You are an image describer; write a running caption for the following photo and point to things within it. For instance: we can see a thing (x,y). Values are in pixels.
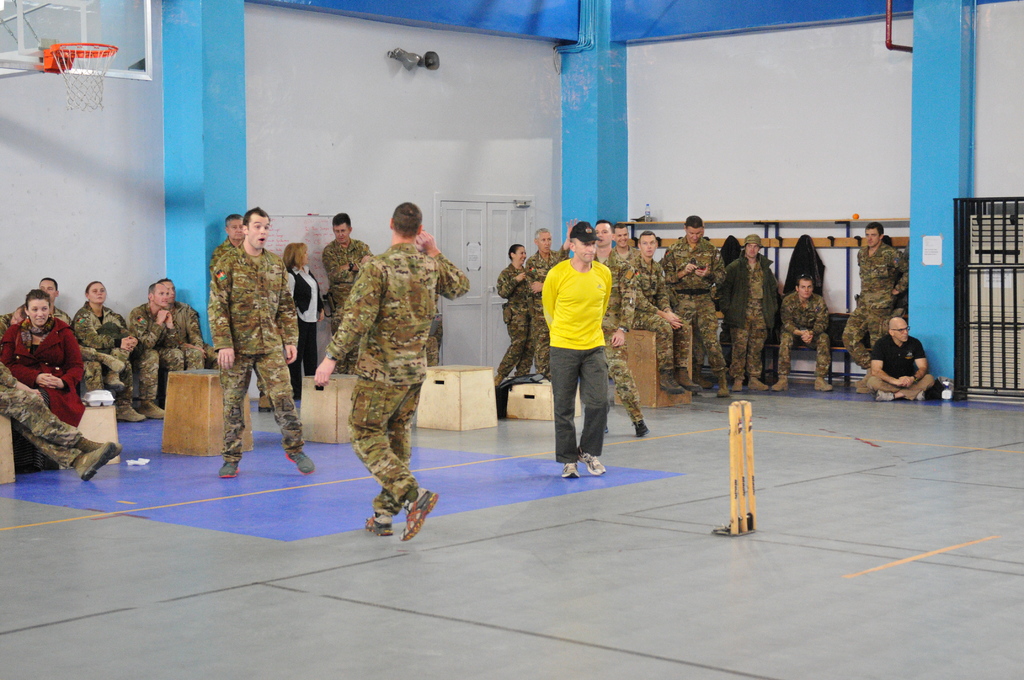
In this picture we can see some people (365,278) standing here, there are some people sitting here, at the left top (78,74) we can see a basket ball post (93,67), in the middle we can see wicket (750,478), in the background (647,135) there is a wall (645,126), we can see a speaker (430,54) here.
